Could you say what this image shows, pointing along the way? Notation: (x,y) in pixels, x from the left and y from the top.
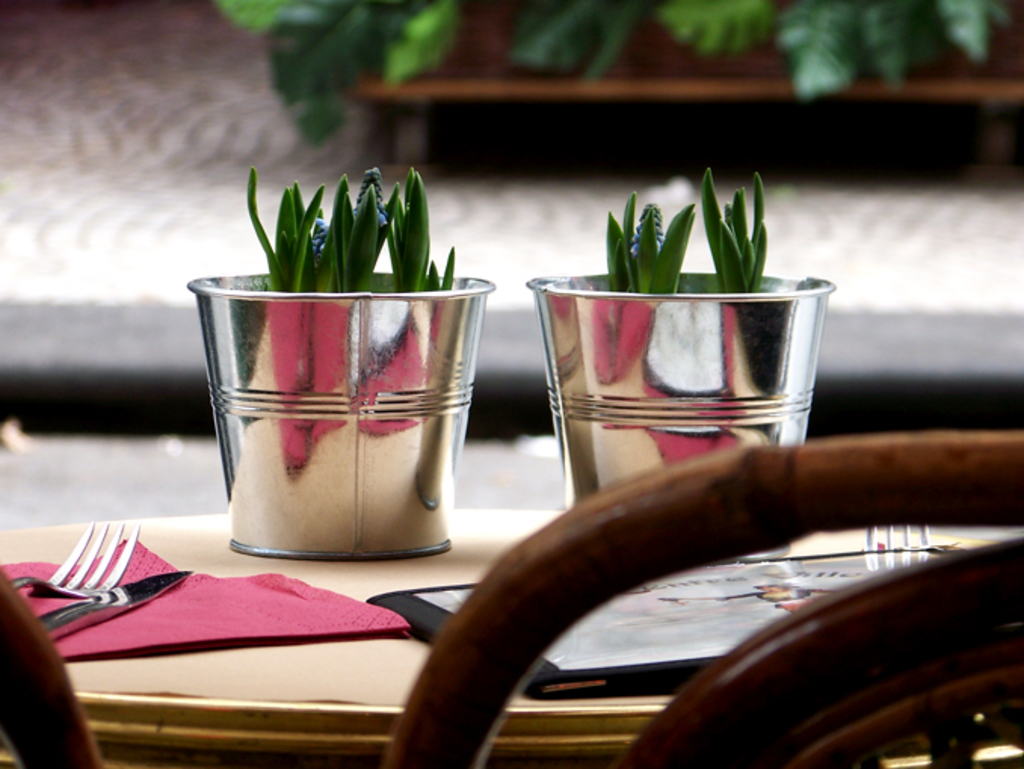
Background of the picture (991,110) is blur. On the table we can see two silver pots (625,380) with plants (415,267) in it and also a knife (138,586) and forks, menu card (608,640). In Front (847,694) portion of the picture we can see chairs (796,690).
